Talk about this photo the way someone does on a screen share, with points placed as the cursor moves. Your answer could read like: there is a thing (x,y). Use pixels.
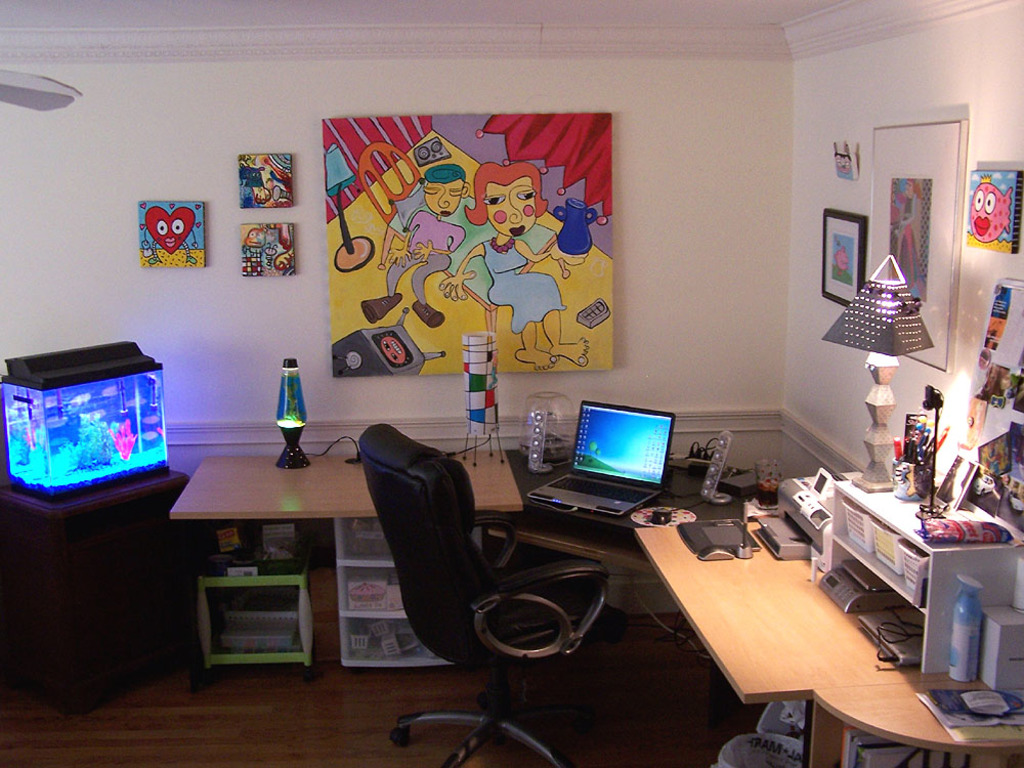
In the picture we can see a room (646,350) with tables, chairs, laptop (605,411), aquarium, and walls (439,393) with paintings (412,298).
